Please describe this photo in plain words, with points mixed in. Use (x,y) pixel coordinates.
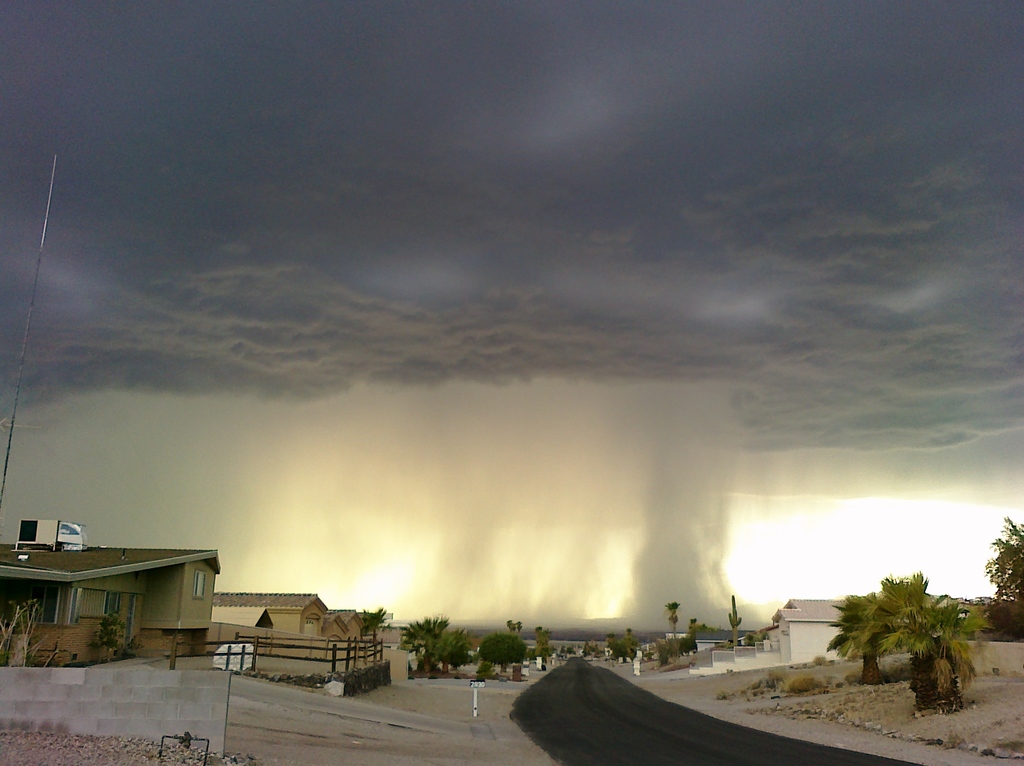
In this image we can see there are trees (450,649), buildings (101,577), poles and road (544,686). And at the background (490,449) it looks like raining and there is the sky (496,318).
